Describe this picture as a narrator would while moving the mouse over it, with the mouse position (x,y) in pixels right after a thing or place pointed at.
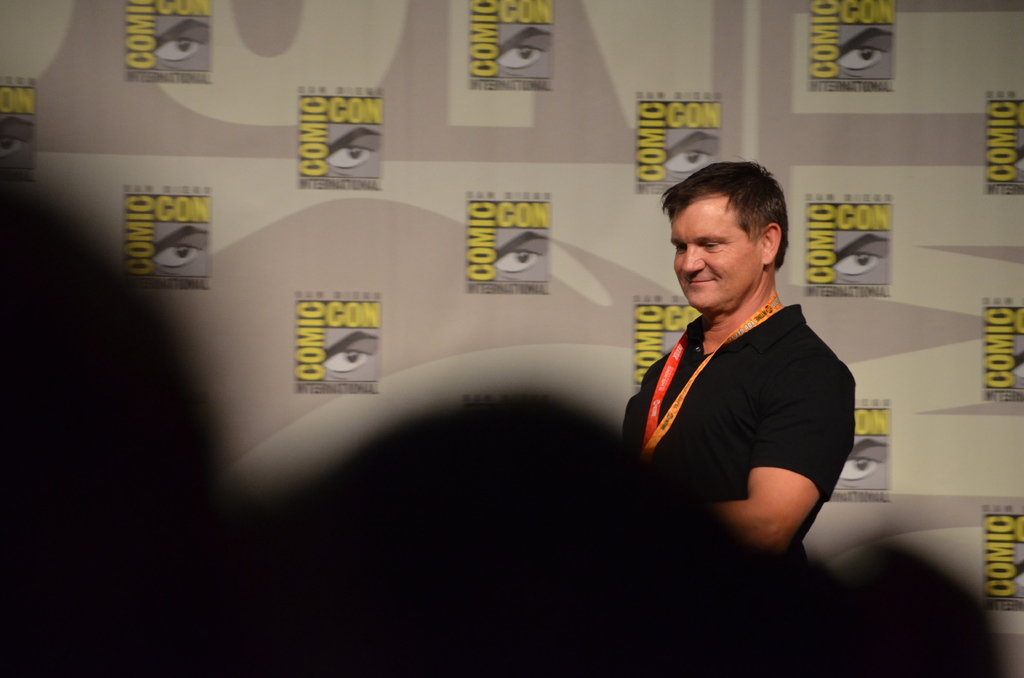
This image is taken indoors. In the background (423,194) there is a banner (416,312) with a text (517,207) on it. In the middle of the image (640,423) a man (711,349) is standing and he is with a smiling face (700,260).
